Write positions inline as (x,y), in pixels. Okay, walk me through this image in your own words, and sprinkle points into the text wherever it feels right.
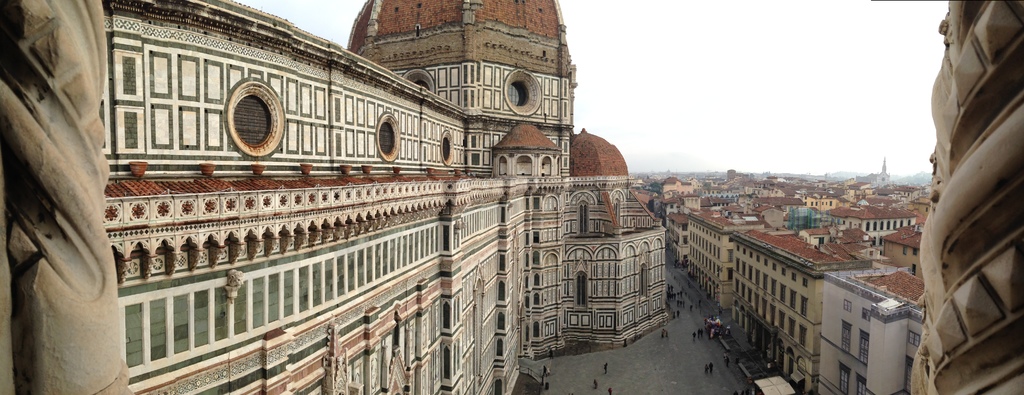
In this image we can see buildings (690,267). There is a road (685,341). There are people (729,362) walking. At the top of the image (741,35) there is sky (715,62).
